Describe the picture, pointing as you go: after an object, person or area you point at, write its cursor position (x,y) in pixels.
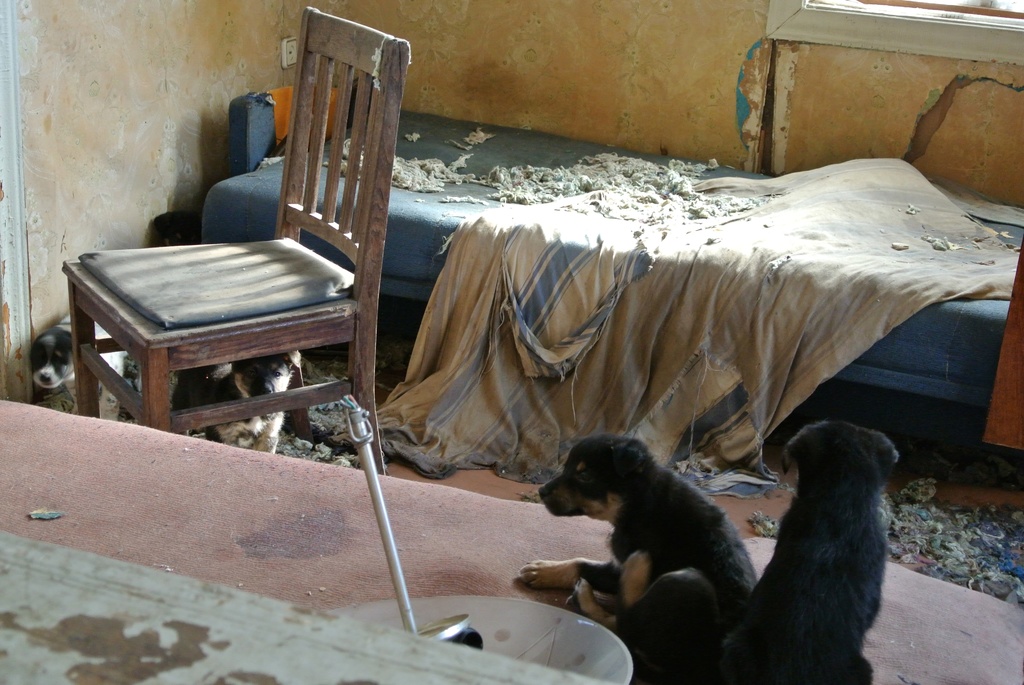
In this image I can see a chair (347,23), a bed (788,387) and few puppies (583,455).
